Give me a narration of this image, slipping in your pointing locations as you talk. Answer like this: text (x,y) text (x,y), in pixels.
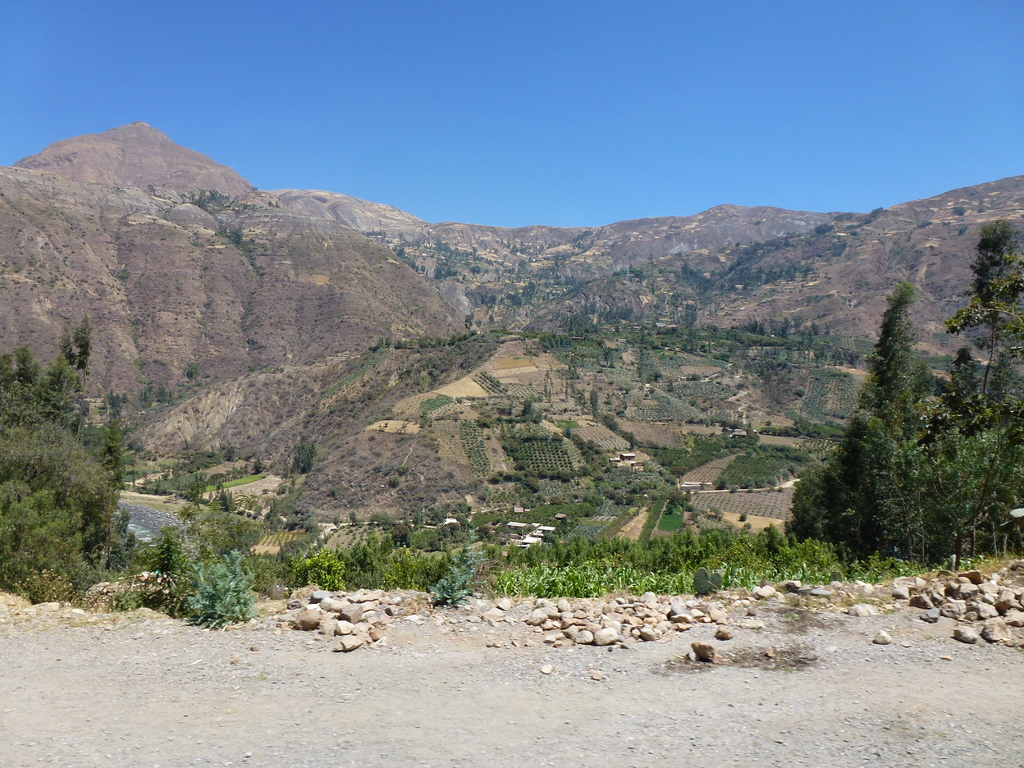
We can see plants (395,578), trees (749,363) and stones (859,606). Background (782,230) there is a hill (407,223).
